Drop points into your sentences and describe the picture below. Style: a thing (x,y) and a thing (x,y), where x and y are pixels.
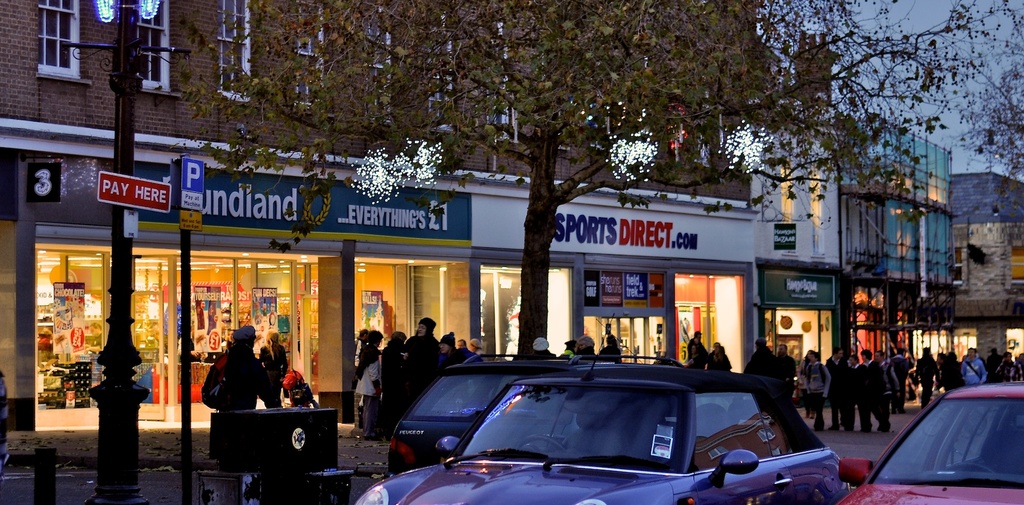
In this image we can see there are a few buildings (298,204) and stalls (329,322), in front of the stalls (319,365) there are few people (802,369) walking on the pavement (359,450) and there is a tree (522,110) and some poles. At the bottom of the image (475,475) there are few vehicles (678,487) are on the road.
